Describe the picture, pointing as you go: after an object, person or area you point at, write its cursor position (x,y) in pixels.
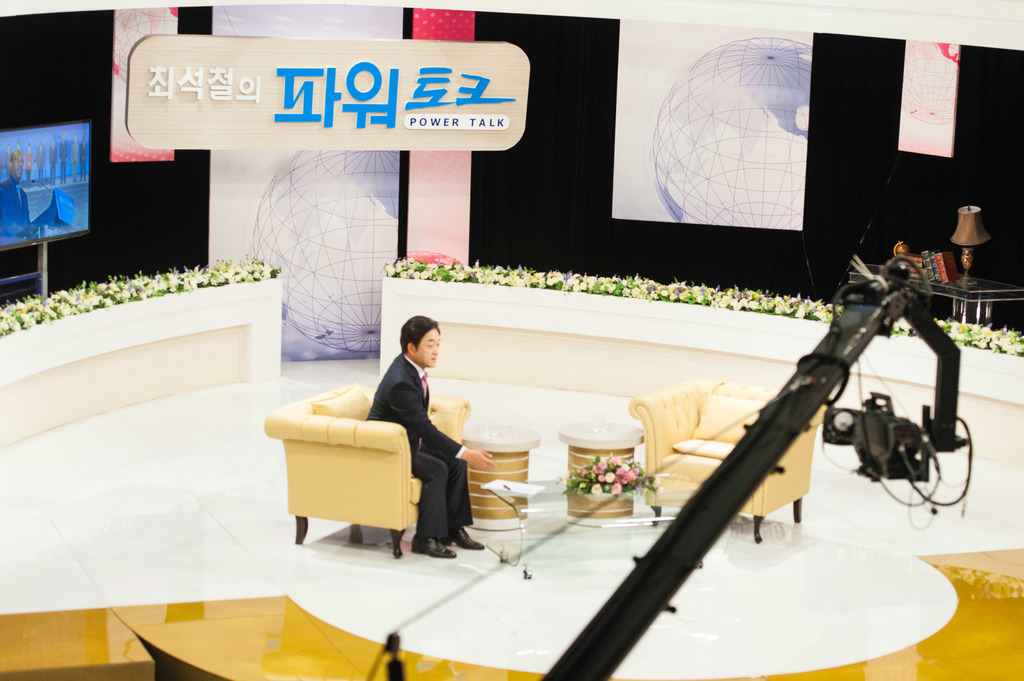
In this image in the center (424,349) there is one person (427,430) who is sitting on a chair (432,416), in front of him there is table (555,515). On the table (586,514) there is flower bouquet (623,475) and one chair (650,447) and two tables (631,452), in the foreground (627,575) there is camera (674,533). In the background (28,224) there is a television boards (78,224), on the right side (967,309) there is a table (978,318). On the table (957,294) there is a lamp (983,236), at the bottom (552,589) there is floor (180,441) and in the center (454,321) there is a wall (747,321) and some flowers (969,334).
